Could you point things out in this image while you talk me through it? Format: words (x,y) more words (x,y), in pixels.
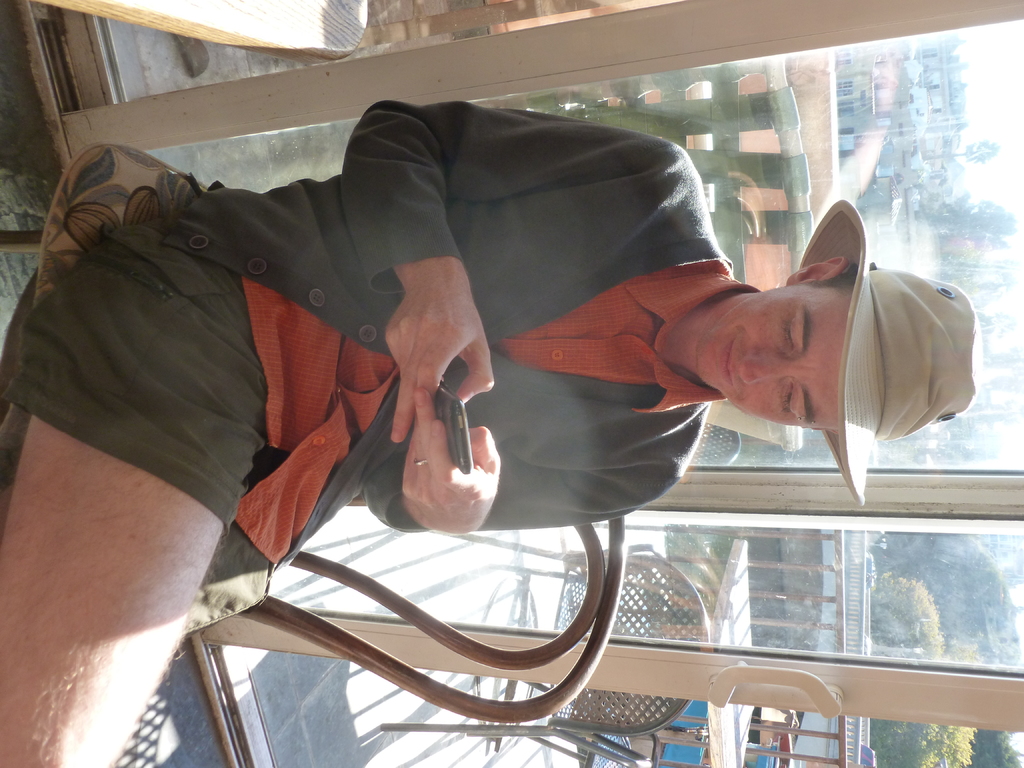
This image is in rightward direction. There is a man (595,188) sitting on a chair (78,250), he is wearing a white cap (943,288), black sweater (615,242), red shirt (608,320) and green shorts (217,379) and he is holding a mobile (454,438). In the background (856,158) there are some houses (931,137), trees (943,642), chairs (693,613) and tables (718,592).
